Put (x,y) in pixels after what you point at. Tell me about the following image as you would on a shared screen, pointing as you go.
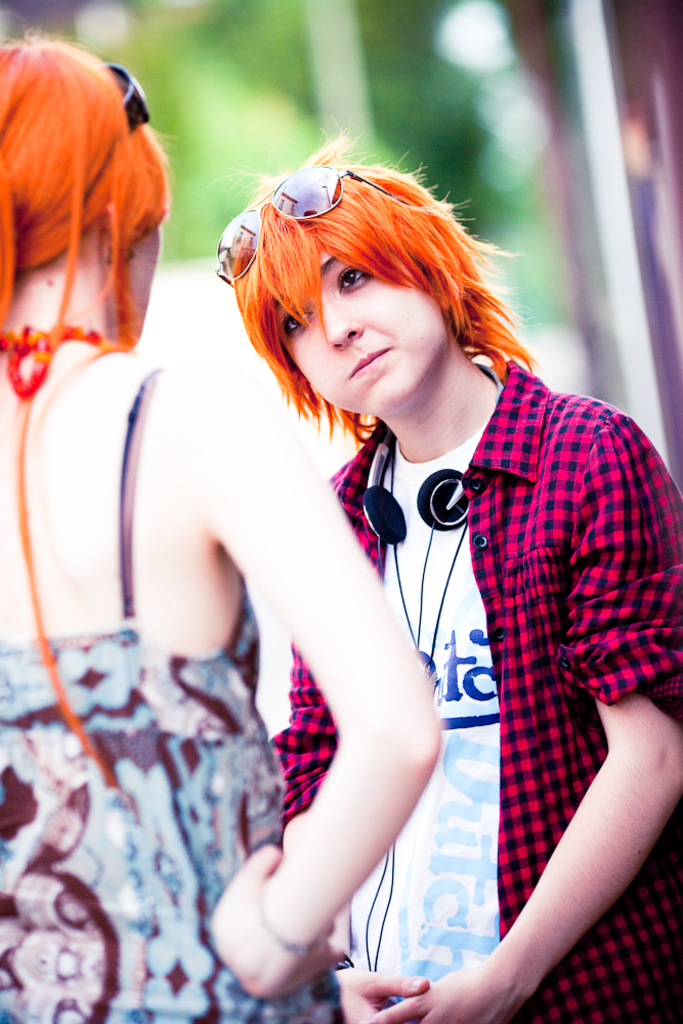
In this picture there is a woman (611,868) who is wearing goggles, shirt (474,472), t-shirt (462,530) and wearing a headphone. In front of her there is another woman (347,834) who is wearing goggles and dress (259,784). In the background (249,160) it might be trees (527,187).
